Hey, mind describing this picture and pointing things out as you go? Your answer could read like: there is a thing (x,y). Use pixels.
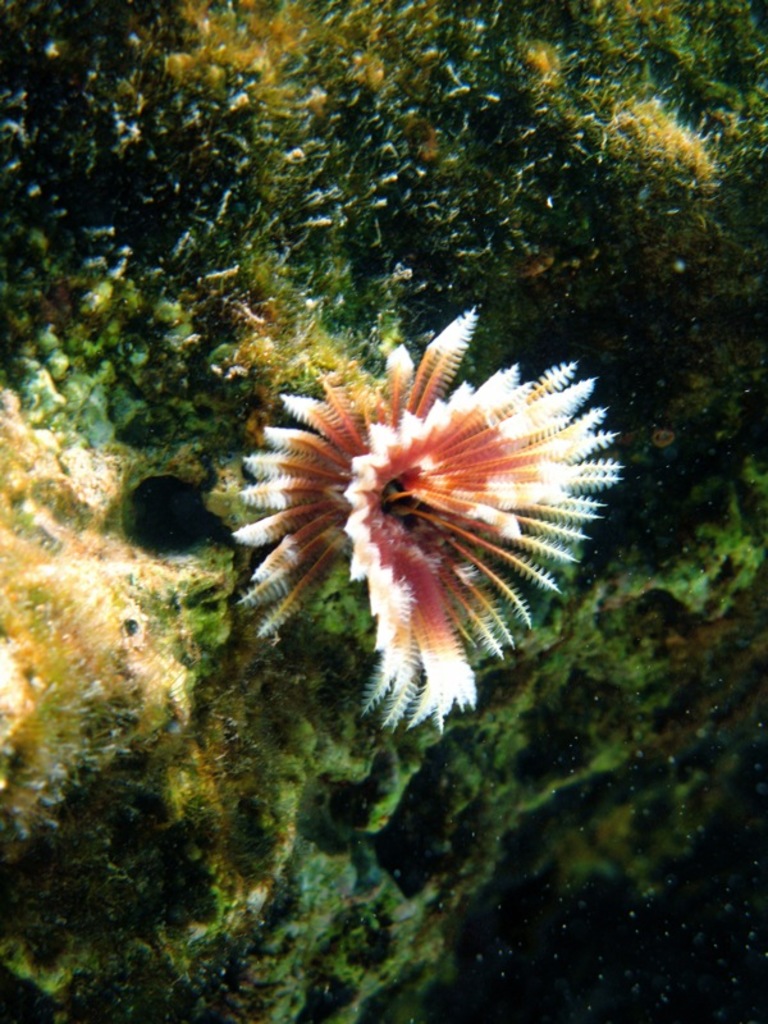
It is an underwater image of the fan worm (333,472) on the rock (115,417).
